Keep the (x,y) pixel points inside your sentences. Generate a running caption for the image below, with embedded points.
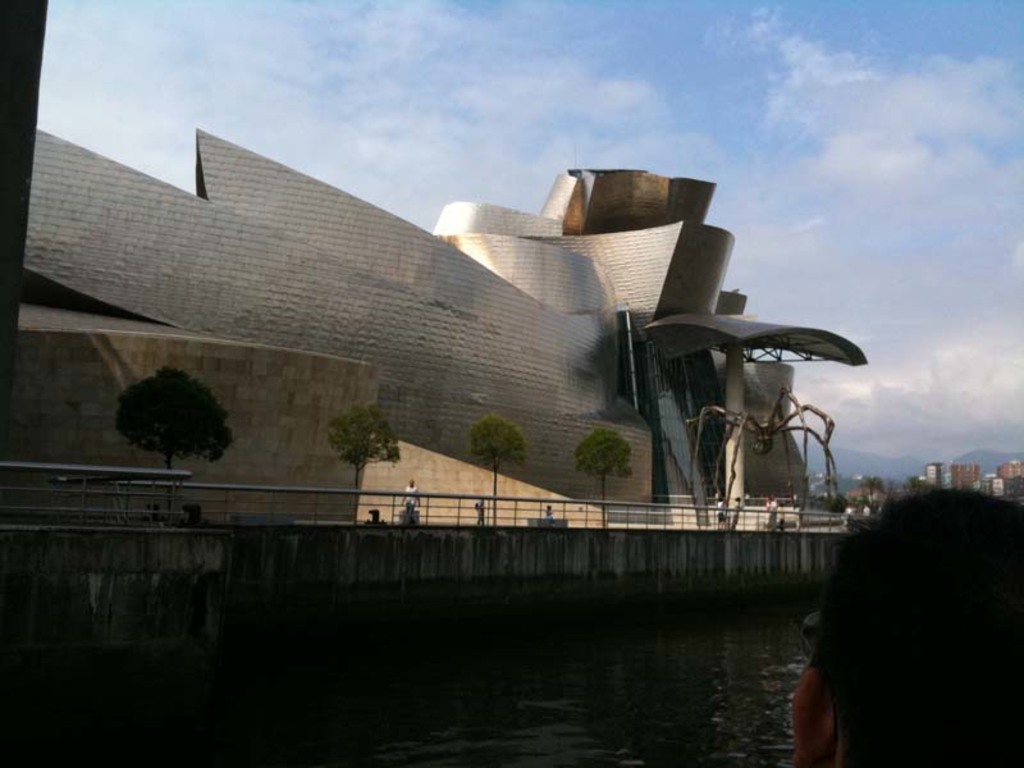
In the image there is a building (358,386). In front of the building (311,383) there is a sculpture of a spider (763,444) and also there are trees (127,423) and walls (311,531) with railing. Below the wall (192,652) there is water (348,669). In the background (973,483) there are buildings (937,468). At the top of the image (588,148) there is a sky (684,136). On the right side of the image (972,499) there is a person head (853,559).
